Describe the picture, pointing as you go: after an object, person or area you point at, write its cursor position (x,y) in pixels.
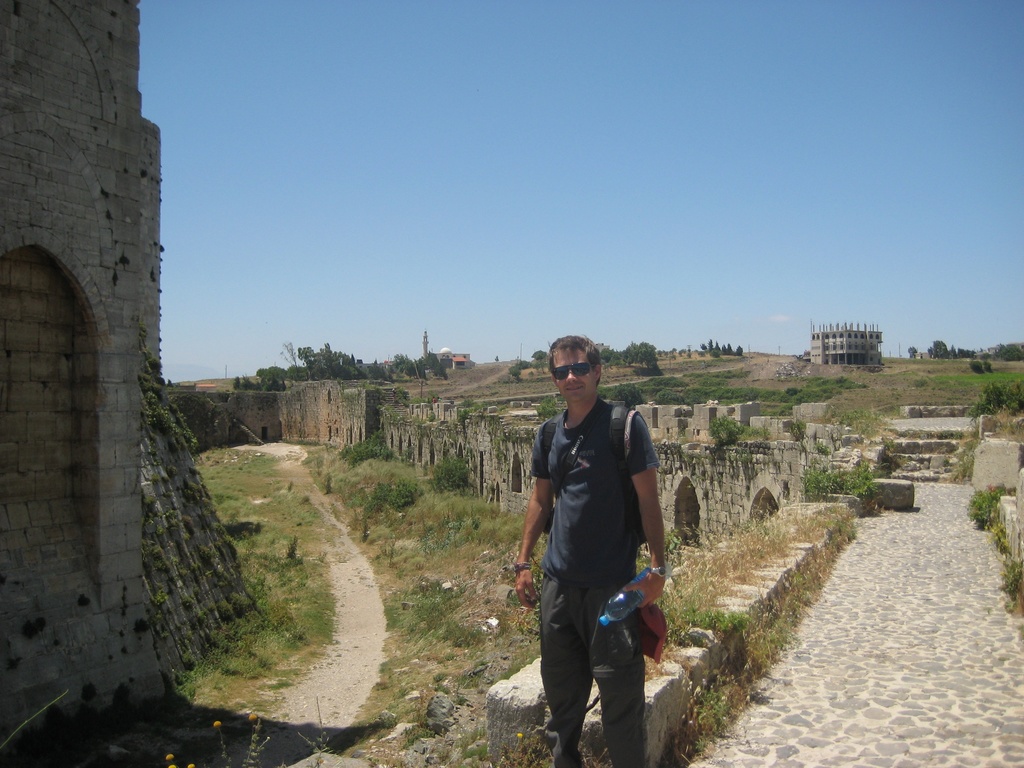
In this image I can see the person (528,535) wearing the dress (574,649) and holding the bottle (622,607). I can see many forts (488,480) and plants (854,382). In the background (847,356) I can see the building (831,360), many trees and the sky (272,176).
